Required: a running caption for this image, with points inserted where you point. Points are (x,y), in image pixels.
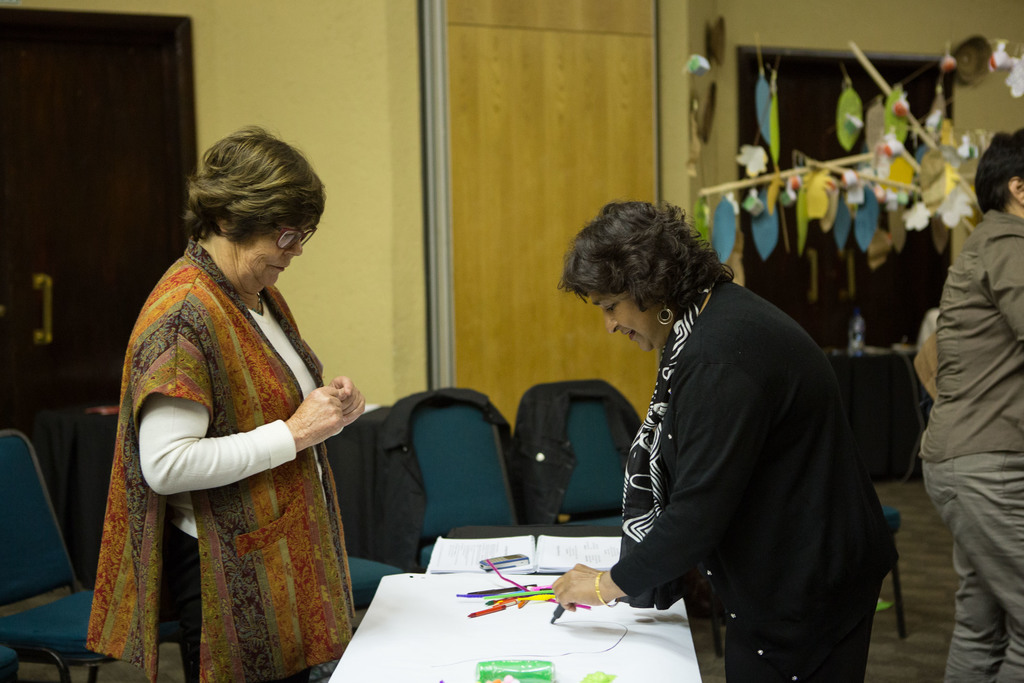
This picture might be taken inside the room (439,591). In this image, on the right side (793,364), we can see a woman (792,334) wearing a black color dress (833,502) and holding a pen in her hand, she is also standing in front of the table (656,609). On the right side (1002,387), we can also see a man (1002,415) standing on the floor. On the left side (265,237), we can also see a woman (221,420) wearing a white color shirt (225,446) is standing. On that table (407,627), we can see some pens (526,593), papers (442,598), books (548,566). In the background (56,624), we can see some chairs (474,505), door (69,187) which is closed.
